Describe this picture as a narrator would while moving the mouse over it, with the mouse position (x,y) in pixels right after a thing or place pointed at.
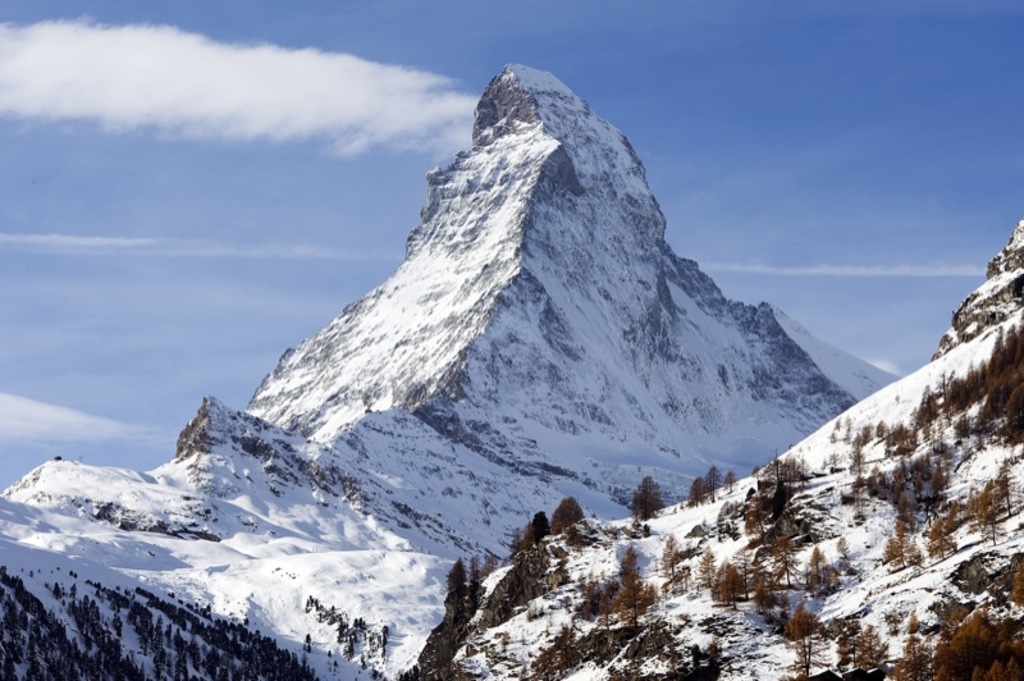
In this image we can see two mountains (730,425). There are many trees (911,633) in the image. There is a blue and a slightly cloudy sky (366,139) in the image.
